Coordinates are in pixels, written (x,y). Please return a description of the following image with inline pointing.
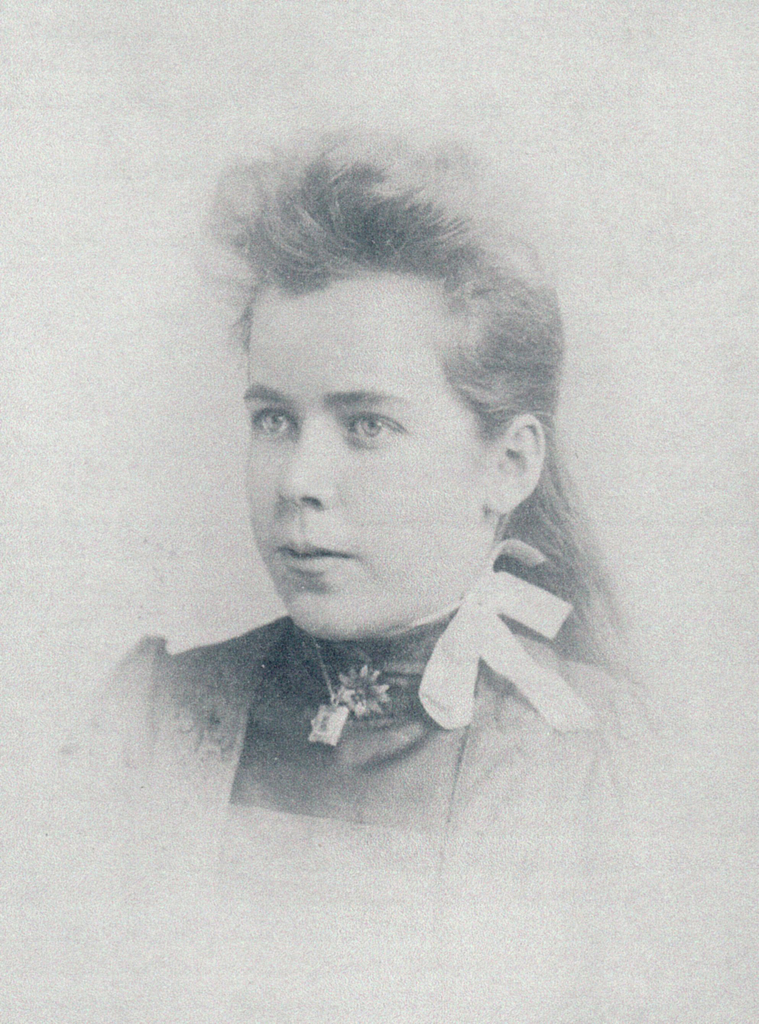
In this picture, we see the portrait of the woman (535,517). This picture is in black and white. In the background (625,605), it is white in color.
